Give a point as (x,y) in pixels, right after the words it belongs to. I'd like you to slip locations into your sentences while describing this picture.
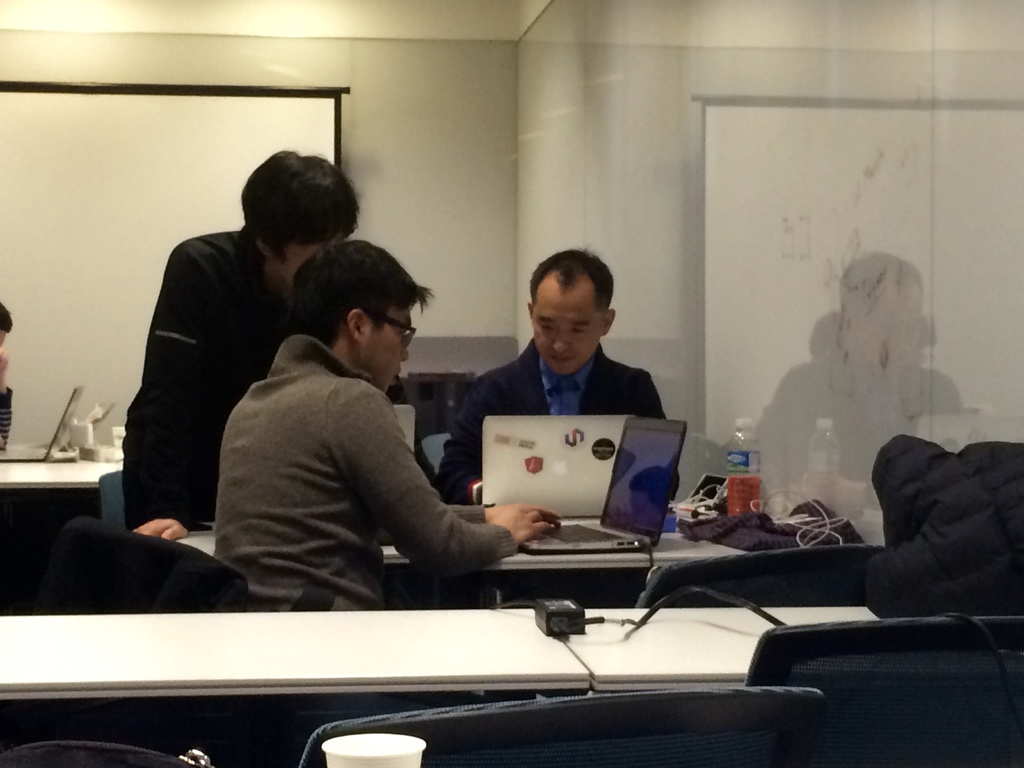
In this image there are three men (463,442) who are looking at a laptop (596,503). The man (562,401) to the right side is working with a laptop (570,444). In front (382,642) there is a table (171,659) and an adapter (557,605) on it. At the background (449,100) there is a wall (426,96) and a screen (161,106) attached to it. On the table (672,543) there are glass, plastic bottle (741,468), clothes (739,532), wires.
